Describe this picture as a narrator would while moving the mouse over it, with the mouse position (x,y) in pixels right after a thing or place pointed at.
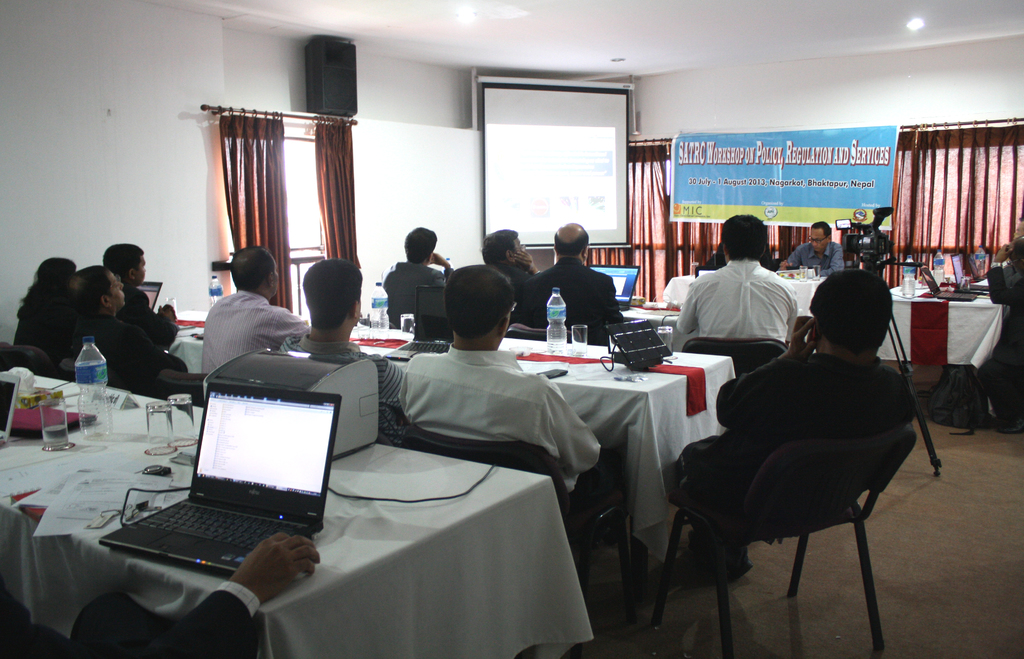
In this image there are group of people (618,469) sitting on the chair (568,502). On the table (464,516) there is laptop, glass (165,418), water bottle (90,370). At the back side (555,160) we can see screen (578,135) and a banner (824,180) and there is a camera (881,210). On the floor (948,435) there is a bag (948,408).
